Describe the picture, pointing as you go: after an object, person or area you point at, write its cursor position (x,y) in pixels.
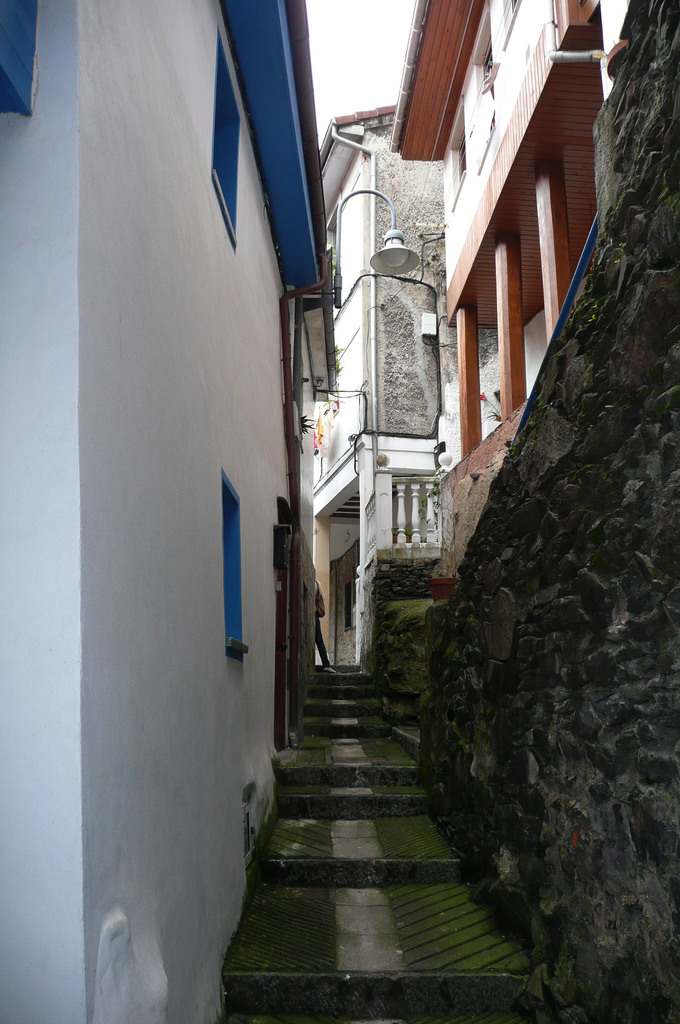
In the center of the image (343,666) we can see steps (326,717). On the right (487,236) and left side of the image (169,586) we can see buildings (339,499). In the background (329,56) there is sky (315,57).
